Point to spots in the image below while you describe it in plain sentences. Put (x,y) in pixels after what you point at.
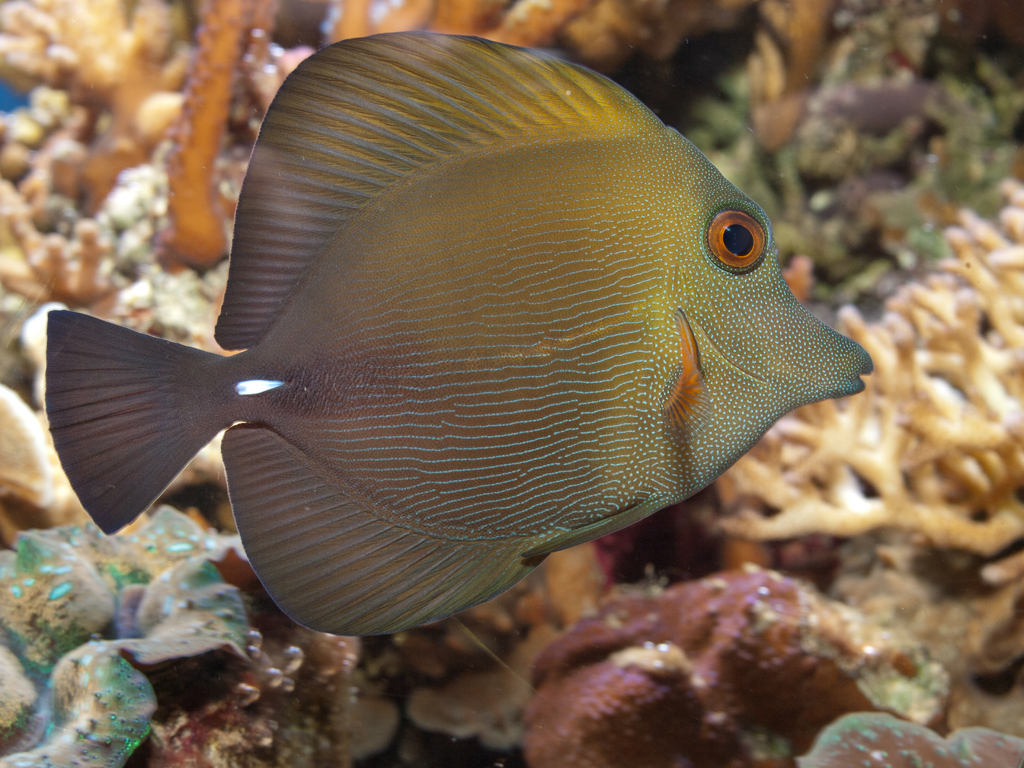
In this picture I can see a fish (753,303) and corals (597,597) in the water (537,646).
